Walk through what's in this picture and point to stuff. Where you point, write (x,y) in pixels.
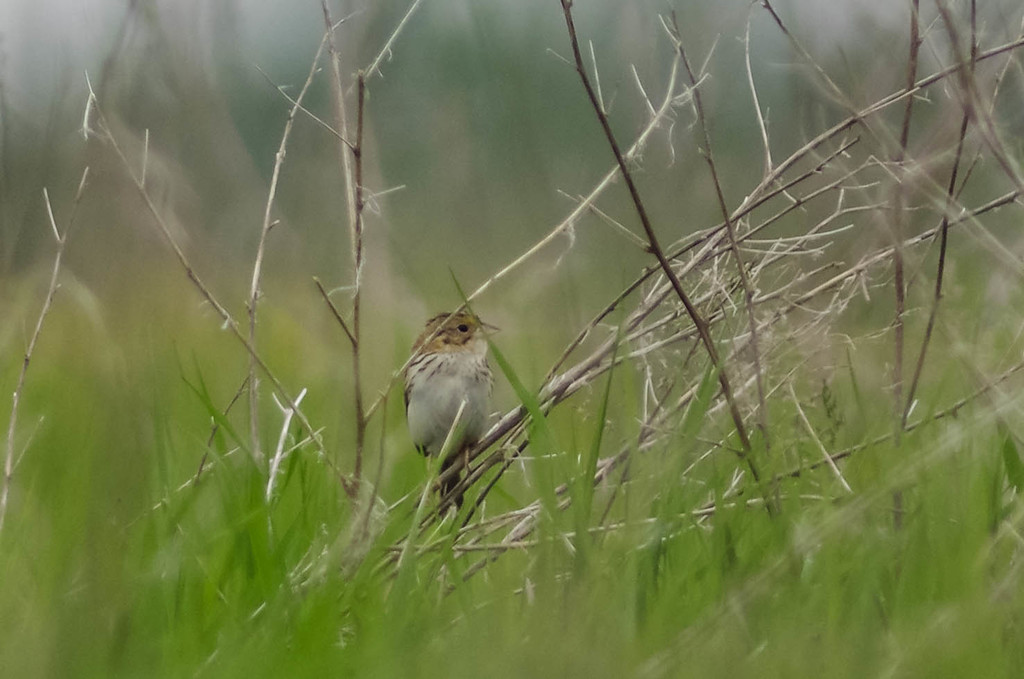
In this picture i can see a bird (450,422) is sitting on plant (515,427). I can also see grass (468,490).
